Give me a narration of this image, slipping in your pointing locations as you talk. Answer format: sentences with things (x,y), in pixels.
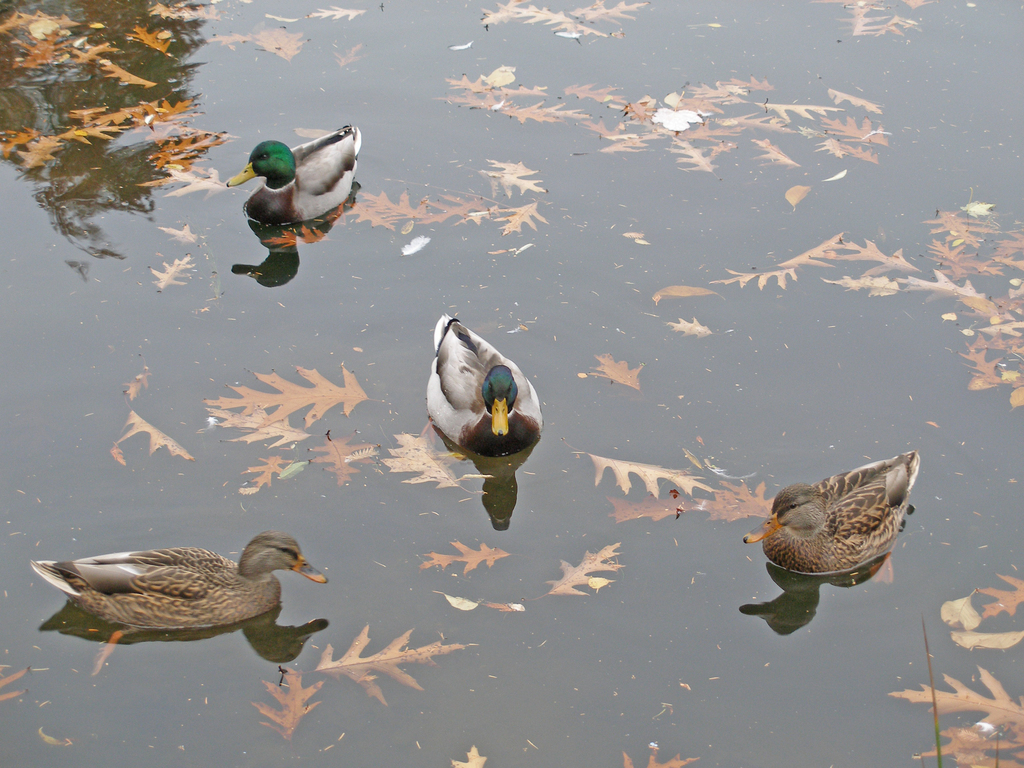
In this picture there are some ducks (506,424) swimming in the water (248,300). We can observe some leaves (430,214) in the water (479,232).
